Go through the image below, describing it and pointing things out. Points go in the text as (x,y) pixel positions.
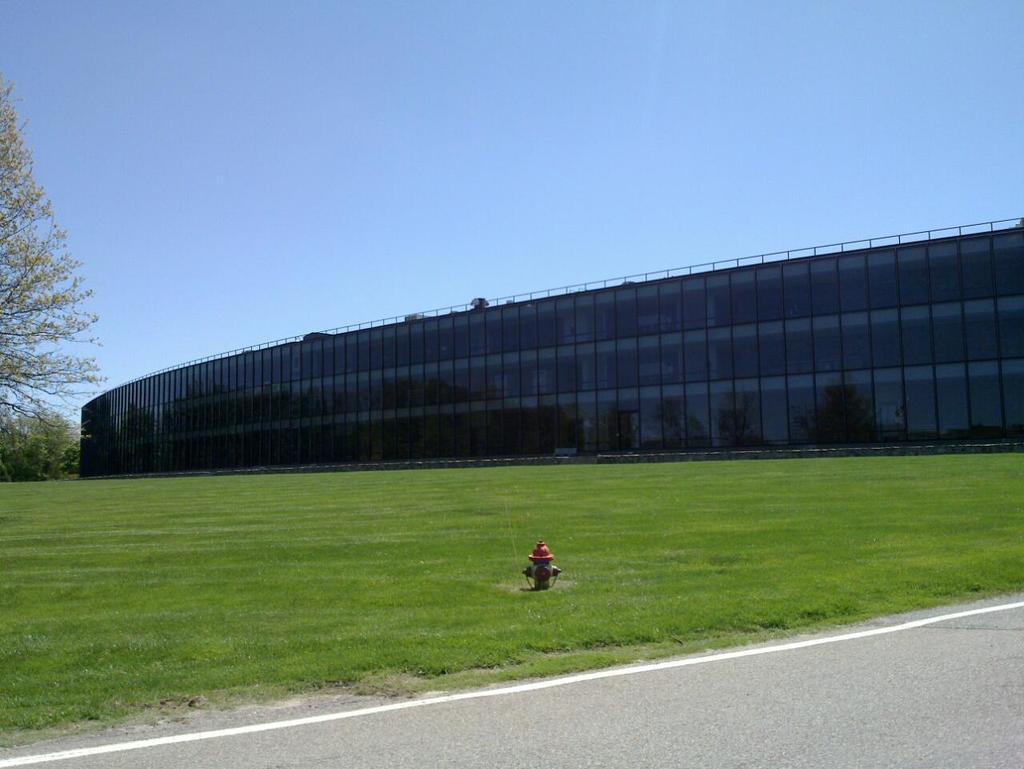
In this image I can see there is a road (773,708). And beside the road (421,702) there is a grass (515,581) and fire hydrant (540,563) placed on it. In grass (530,580) there are trees (44,452), Building (309,372) and at the top (406,155) there is a sky (701,158).
